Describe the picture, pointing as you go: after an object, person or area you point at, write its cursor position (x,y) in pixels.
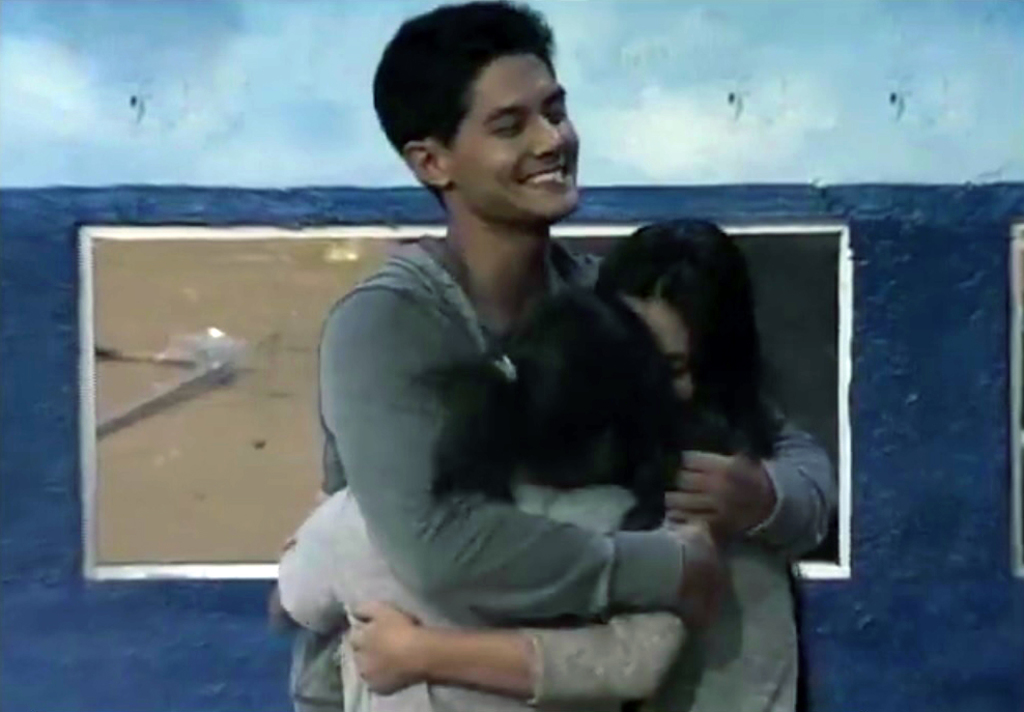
In this image in front (346,581) there are three persons (583,368) hugging each other. On the backside (203,601) there is a wall (183,94) with the photo frame (146,475) attached to it.
